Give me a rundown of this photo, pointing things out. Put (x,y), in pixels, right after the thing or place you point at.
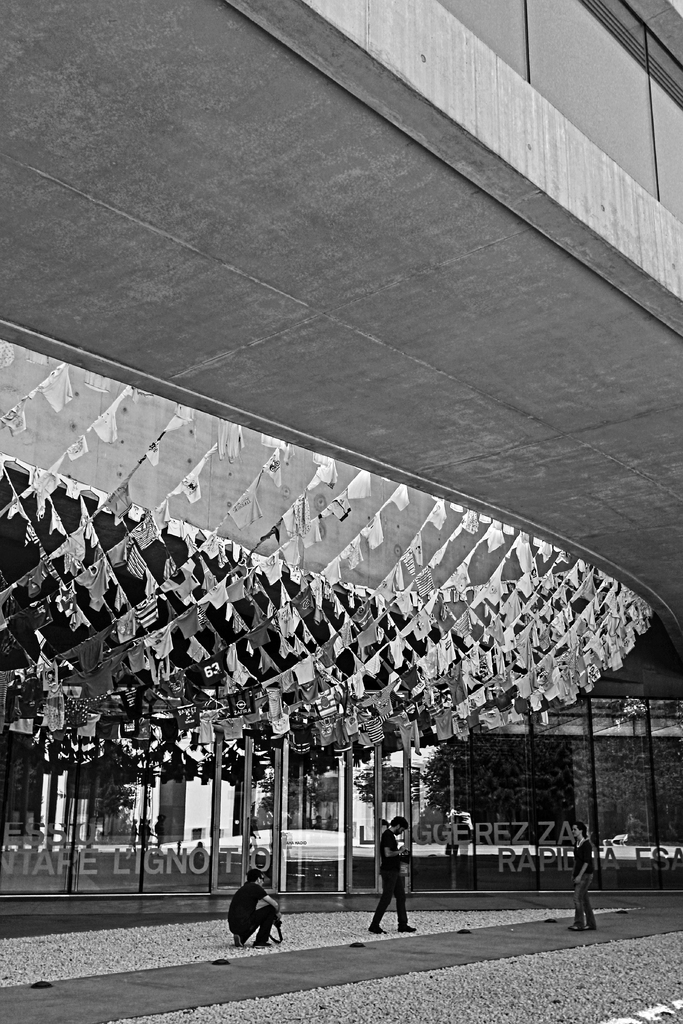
In this picture we can see three people (578,885) on the ground (552,899), decorative flags (118,598), building (451,441) and in the background (559,754) we can see trees (512,798), some objects (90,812).
